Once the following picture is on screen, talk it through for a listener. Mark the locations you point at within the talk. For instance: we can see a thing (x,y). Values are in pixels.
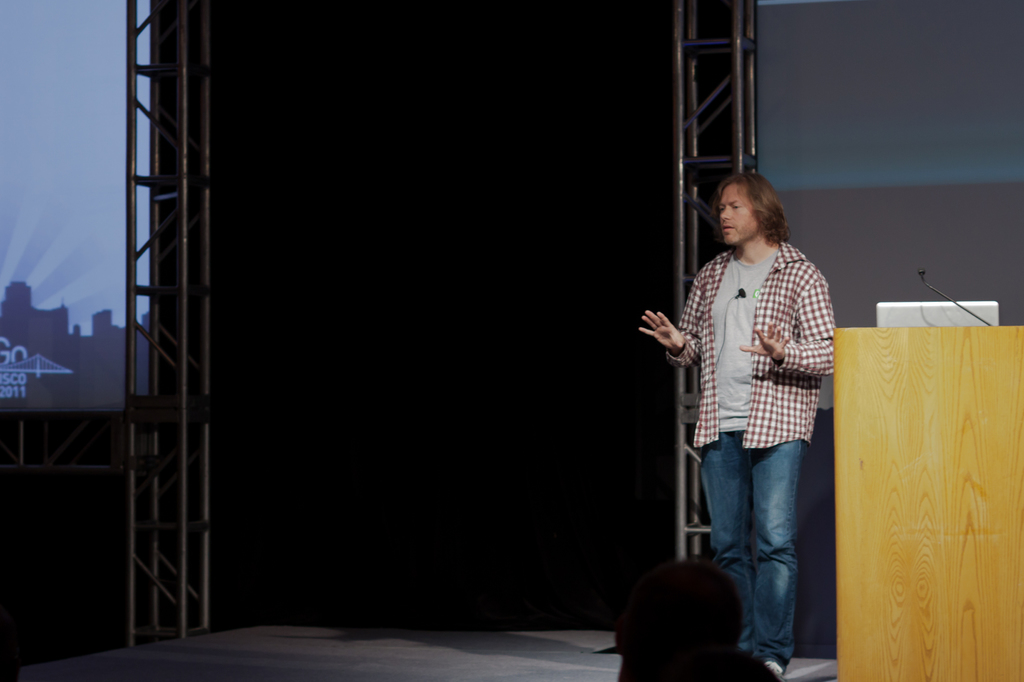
In the picture I can see a person (749,393) wearing shirt (775,389), T-shirt (745,357) and jeans (713,500) is standing on the stage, beside him we can see a podium (929,500) upon which we can see laptop (975,304) and mic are placed. In the background (987,240), I can see the projector screen (937,200), stands (179,304) and banner (69,278) on the left side of the image (45,77).
